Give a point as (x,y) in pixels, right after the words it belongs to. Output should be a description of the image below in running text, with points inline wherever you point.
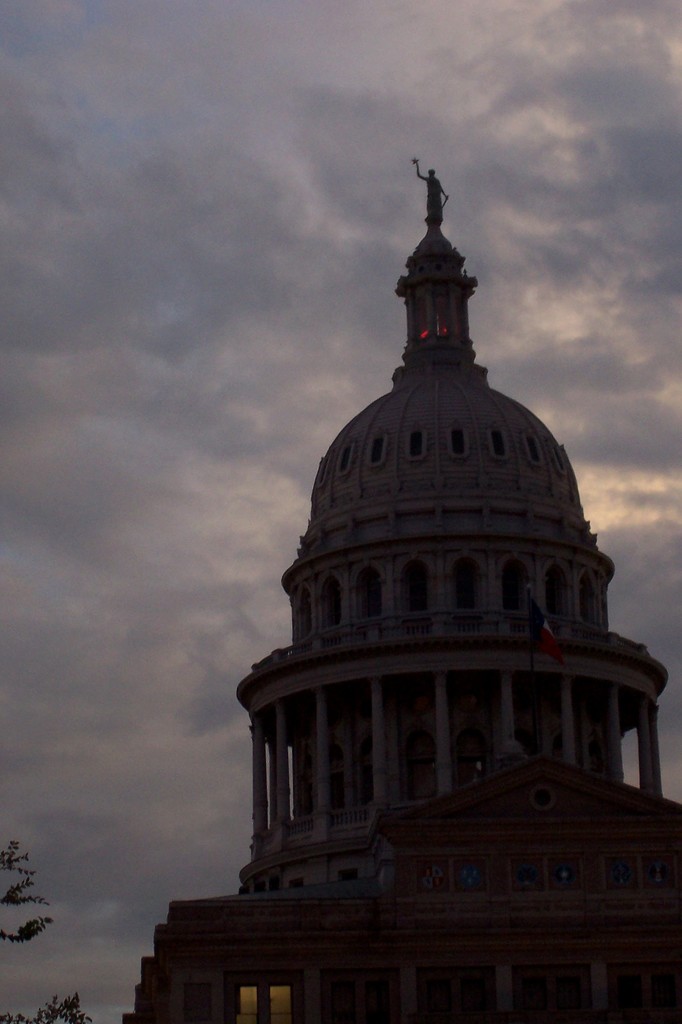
This picture shows a building (141,999) and we see a tree (43,915) on the side and a cloudy sky (404,316).
